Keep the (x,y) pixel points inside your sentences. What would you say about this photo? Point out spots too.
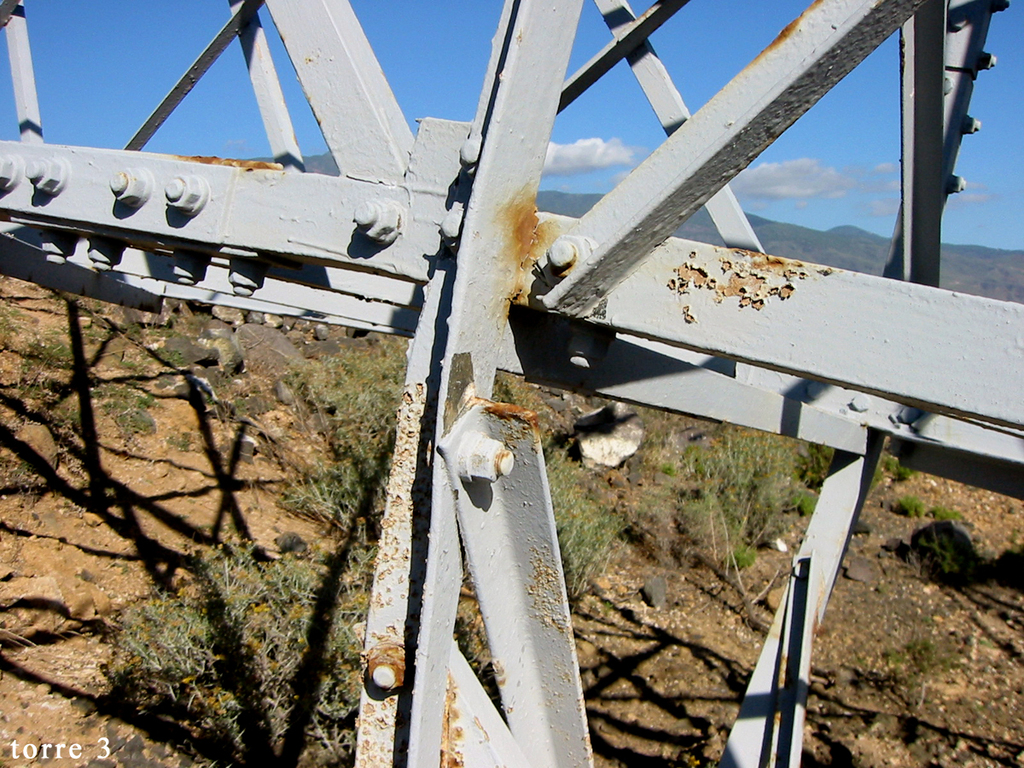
This picture is clicked outside. In the foreground (452,393) we can see the metal objects (472,294) and we can see the green grass (198,623), rocks (853,578), sky (870,201), clouds (631,158), hills (540,209) and some other objects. In the bottom left corner (90,748) we can see the watermark (90,748) on the image.
